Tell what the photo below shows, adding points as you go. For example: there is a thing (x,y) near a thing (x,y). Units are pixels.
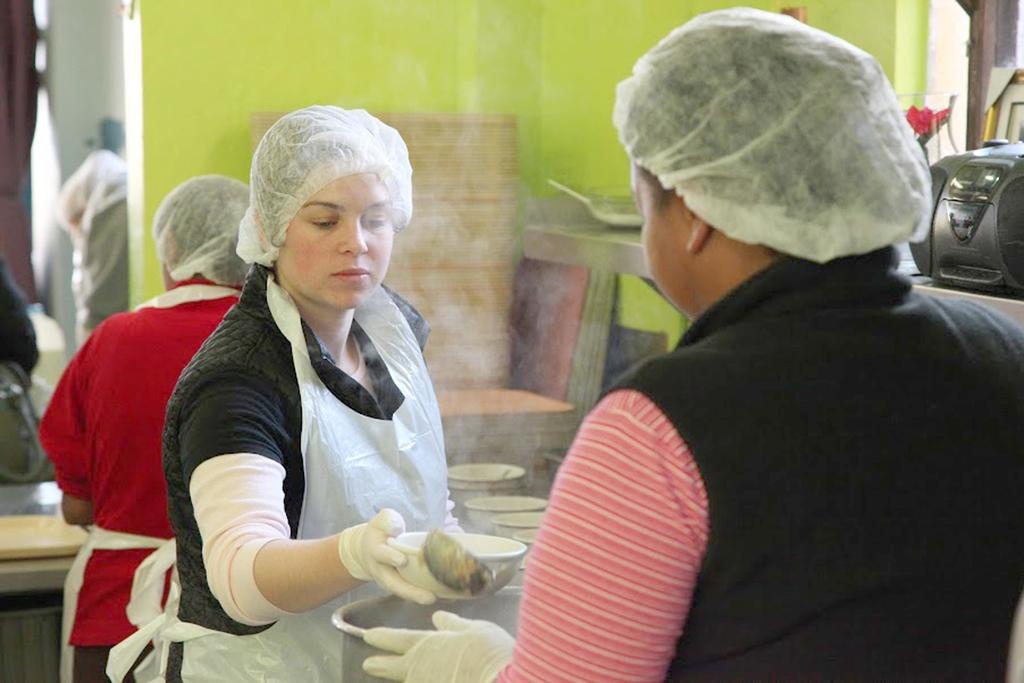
In this picture we can see some people (185,470) wore caps (320,139), aprons (413,354), gloves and standing where two people (917,199) holding bowls (479,548) with their hands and in the background (234,35) we can see a tape recorder (936,223), green wall (518,90).
